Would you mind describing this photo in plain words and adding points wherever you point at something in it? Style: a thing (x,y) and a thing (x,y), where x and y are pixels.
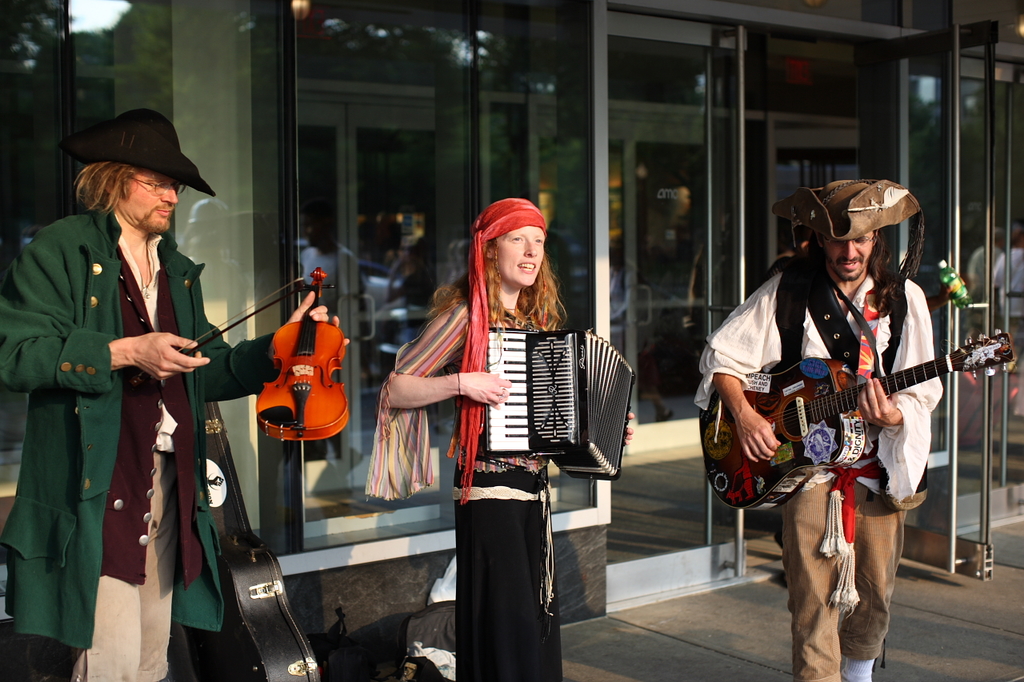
In this image I can see two men (18,482) and a woman (526,262). I can also all of them are holding musical instruments (991,369).
